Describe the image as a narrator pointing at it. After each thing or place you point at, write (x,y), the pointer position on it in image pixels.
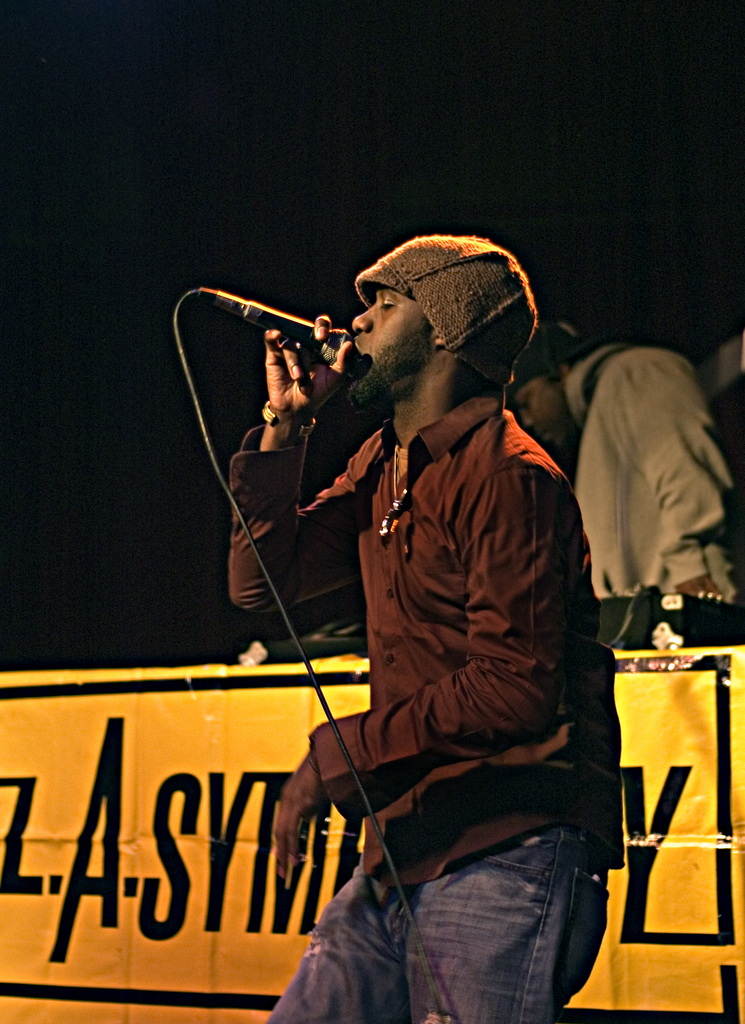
A man (416,683) is singing on mic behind him there is one person (697,437) and a banner (252,698).
